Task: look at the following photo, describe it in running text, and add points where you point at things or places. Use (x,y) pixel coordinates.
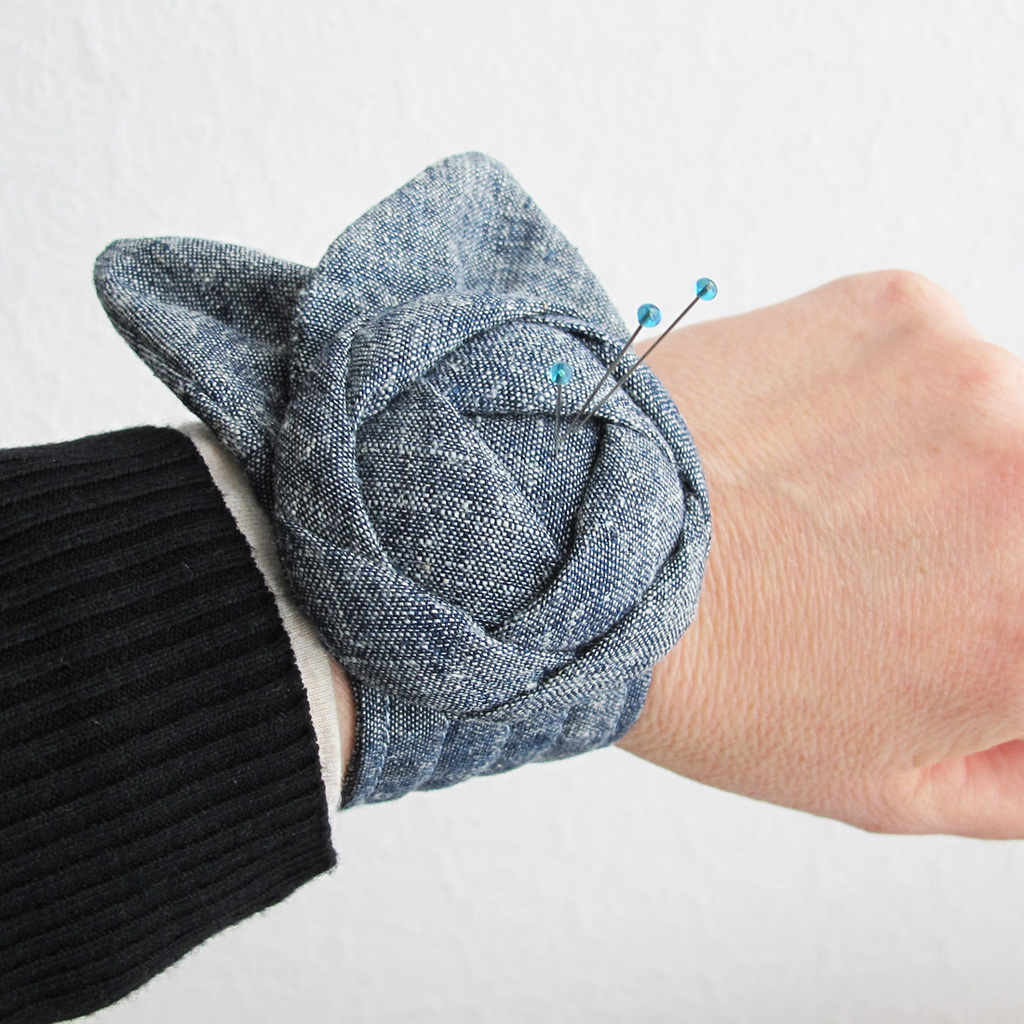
In the background (277,158) there is a white surface (581,920). In the middle of the image (453,517) there is a person's hand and there is a woolen cloth (455,475) on the hand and there are three pins (556,379) on the woolen cloth (547,398).
